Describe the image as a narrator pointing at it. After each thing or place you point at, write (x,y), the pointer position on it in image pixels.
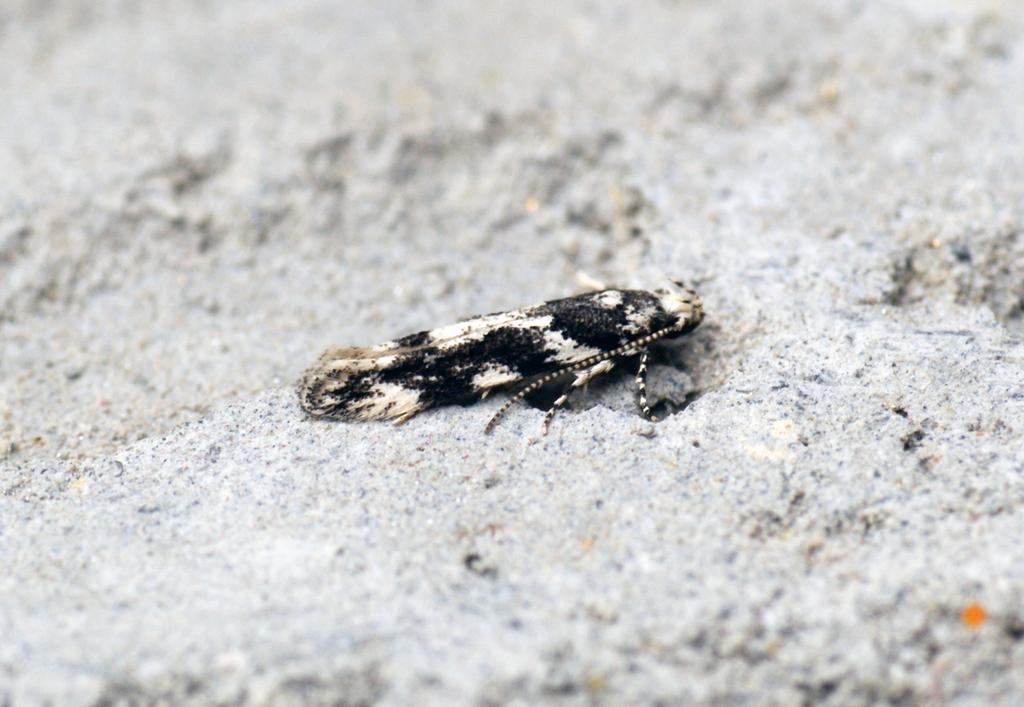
In this image we can see there is an insect (562,349) is on the floor (785,319).
